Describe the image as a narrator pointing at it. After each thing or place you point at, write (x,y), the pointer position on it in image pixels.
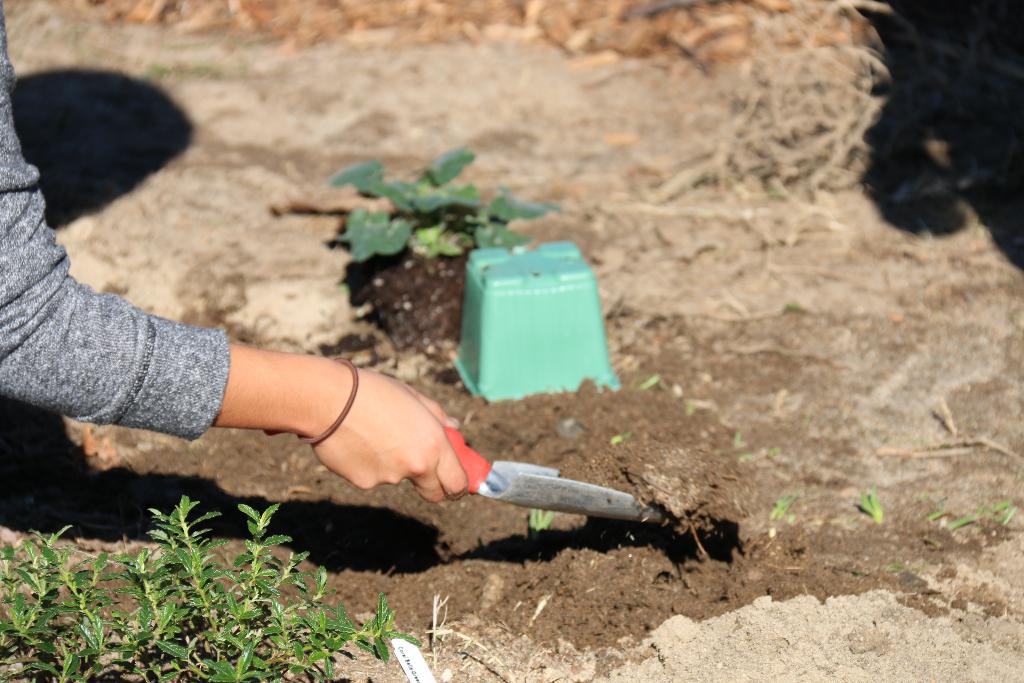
In this image we can see some person (217,369) holding the spade (554,490). We can also see the soil (608,463), plants (437,161), pot (522,256) and also dried stems (853,90).
